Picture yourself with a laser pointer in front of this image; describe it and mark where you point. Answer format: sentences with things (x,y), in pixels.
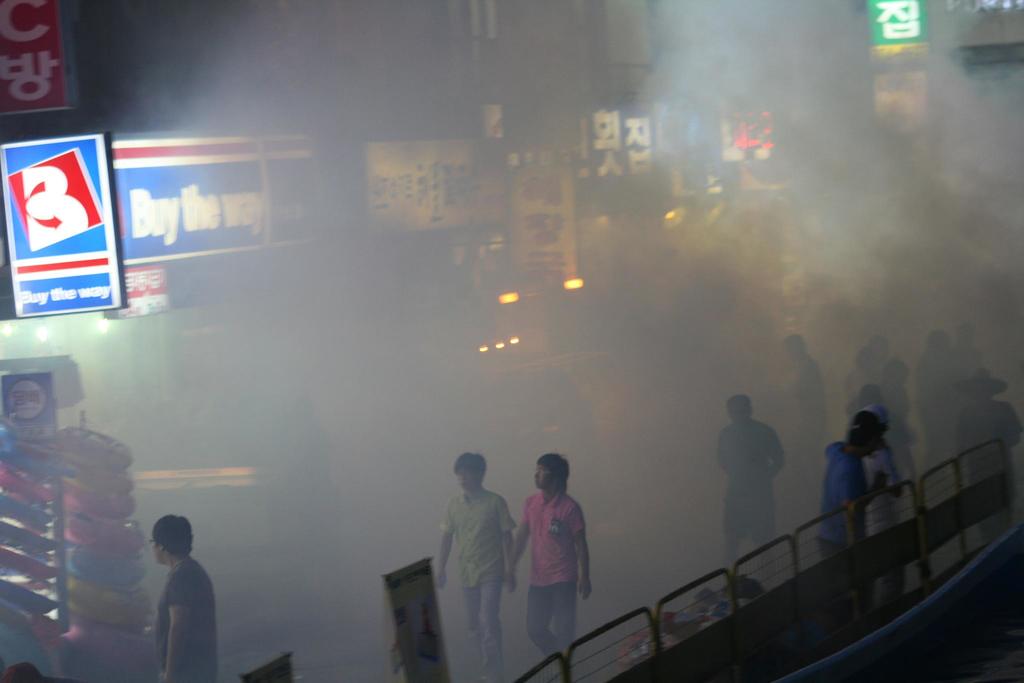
In the image there are some people (868,393) and around them there are a lot of banners (530,215) and some stores (248,295), the total area (574,280) is filled with smoke (725,190).
